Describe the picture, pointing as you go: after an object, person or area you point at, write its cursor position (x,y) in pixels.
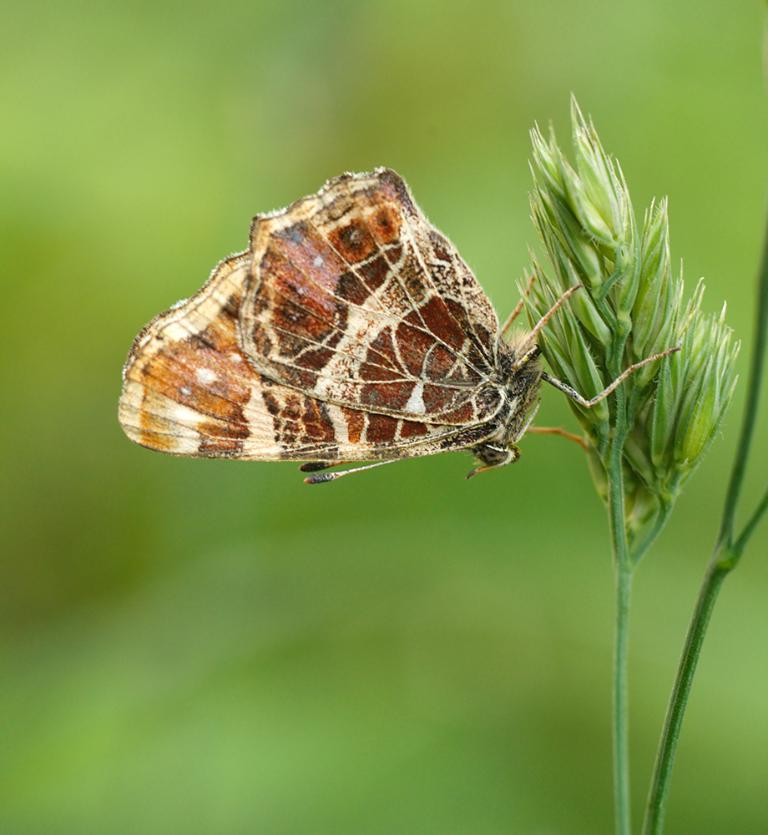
In this image there is a butterfly (363,340) on the plant (626,247), and there is blur background (509,572).
